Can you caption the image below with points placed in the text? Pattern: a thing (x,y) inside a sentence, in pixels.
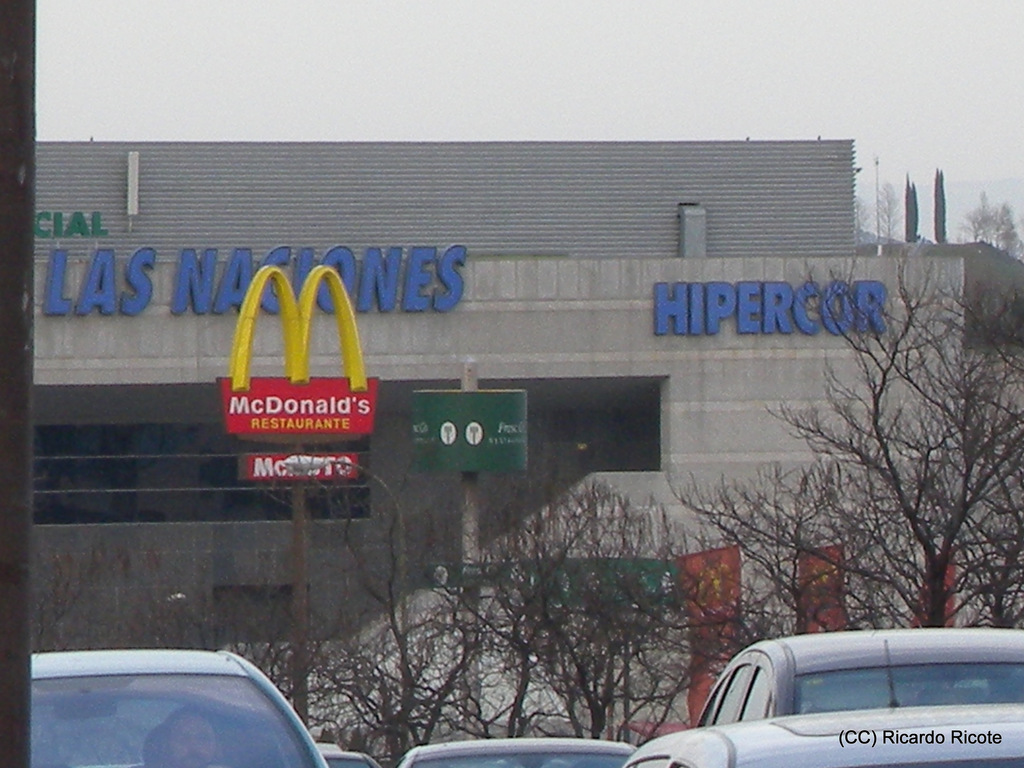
In this picture we can see few vehicles (56,716) from left to right. There are few trees (660,625), some boards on the pole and a building (590,197) in the background (792,169).
